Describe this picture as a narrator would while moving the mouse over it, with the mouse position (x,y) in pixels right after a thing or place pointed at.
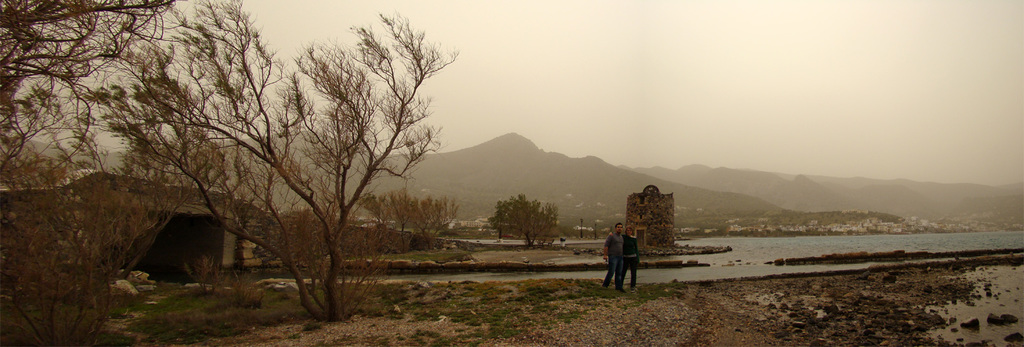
In this picture, we can see two persons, we can see the ground (407,297), grass (218,298), plants (214,275), trees (209,193), bridge (173,196), we can see a few buildings (836,223), mountains (600,161), and we can see the sky (810,105).
